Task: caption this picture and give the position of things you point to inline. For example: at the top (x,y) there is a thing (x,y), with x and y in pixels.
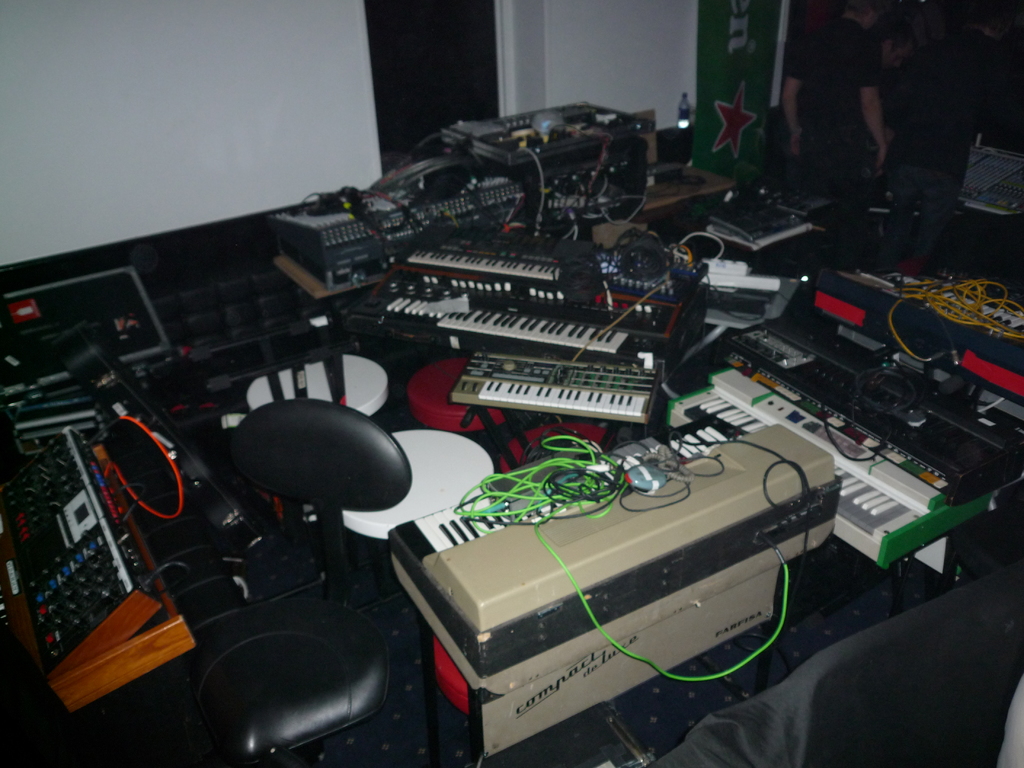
In this there are the number of musical instrument (518,163) kept on the table (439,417) and there is a white color wall (234,105) visible on the left side (72,113) corner and a person (799,93) visible on the right side (938,116) and there are some cable wires (523,471) visible on the table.
